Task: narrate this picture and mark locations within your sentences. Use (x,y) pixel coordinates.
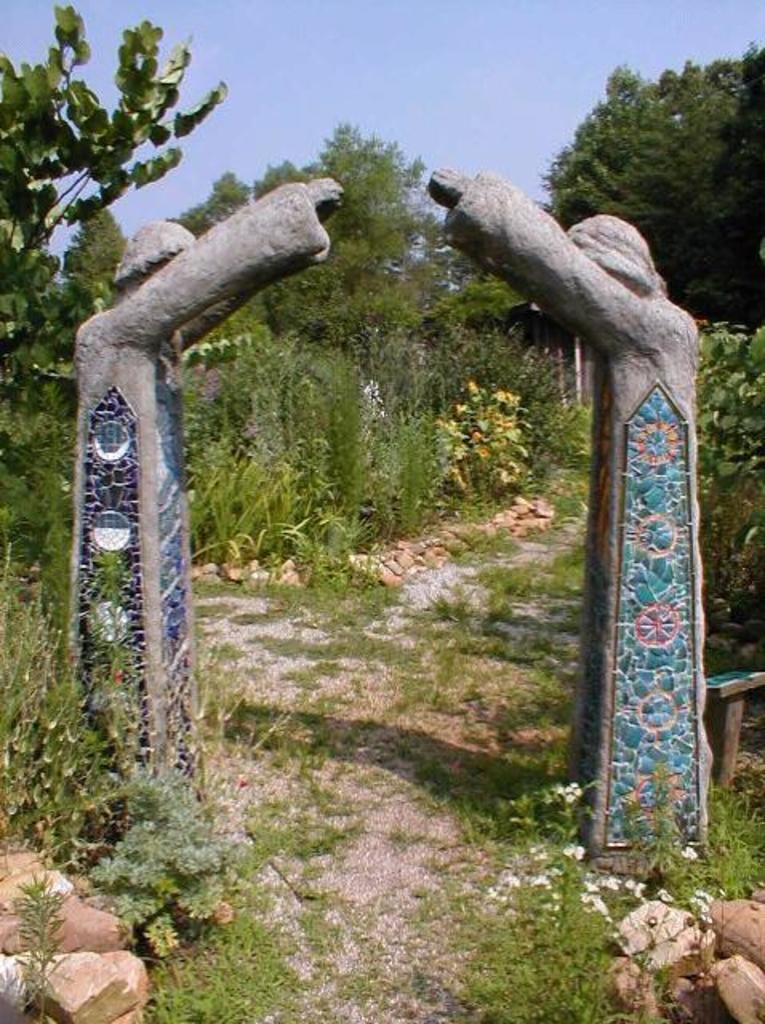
In this image I can see two rock statues (160,358) of a person (128,345) standing which are blue, green and ash in color, few rocks (720,968) which are brown in color, some grass (567,936), few flowers (696,899) which are white and yellow in color and few plants (384,412). In the background (702,417) I can see few trees (392,216) and the sky (398,100).
